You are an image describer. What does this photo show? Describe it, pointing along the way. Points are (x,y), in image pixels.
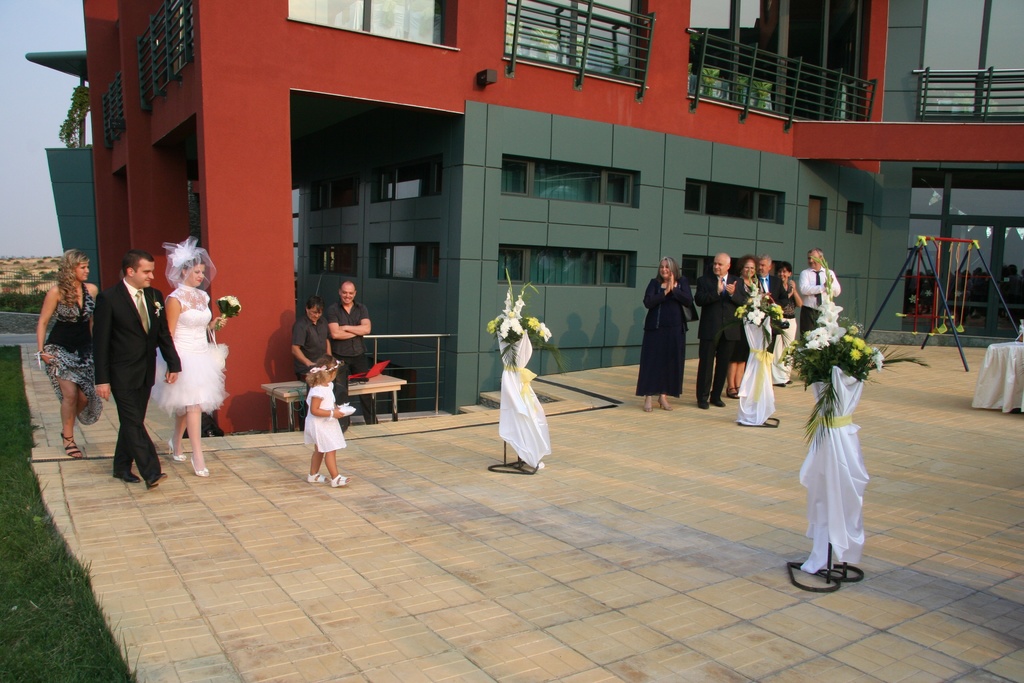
In this image we can see these people (56,391) are walking on the ground (40,391) and these people (747,281) are standing here. Here we can see the flowers (827,391) to the stand (818,400), we can see the grass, these people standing near the table (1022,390), we can see buildings (609,102) and the sky (17,237) in the background (18,252).
